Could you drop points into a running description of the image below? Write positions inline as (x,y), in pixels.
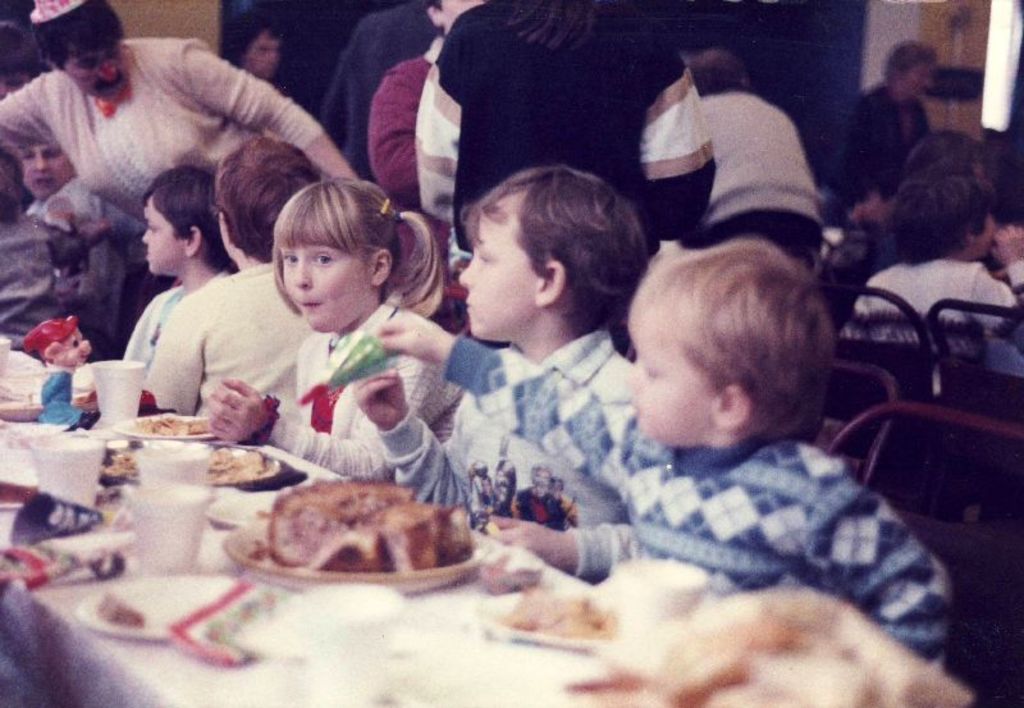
In this image there are group of people (818,561). There is a food (284,500) in the plates (227,556) and cups (160,528), toy (80,351) on the table (215,682).
